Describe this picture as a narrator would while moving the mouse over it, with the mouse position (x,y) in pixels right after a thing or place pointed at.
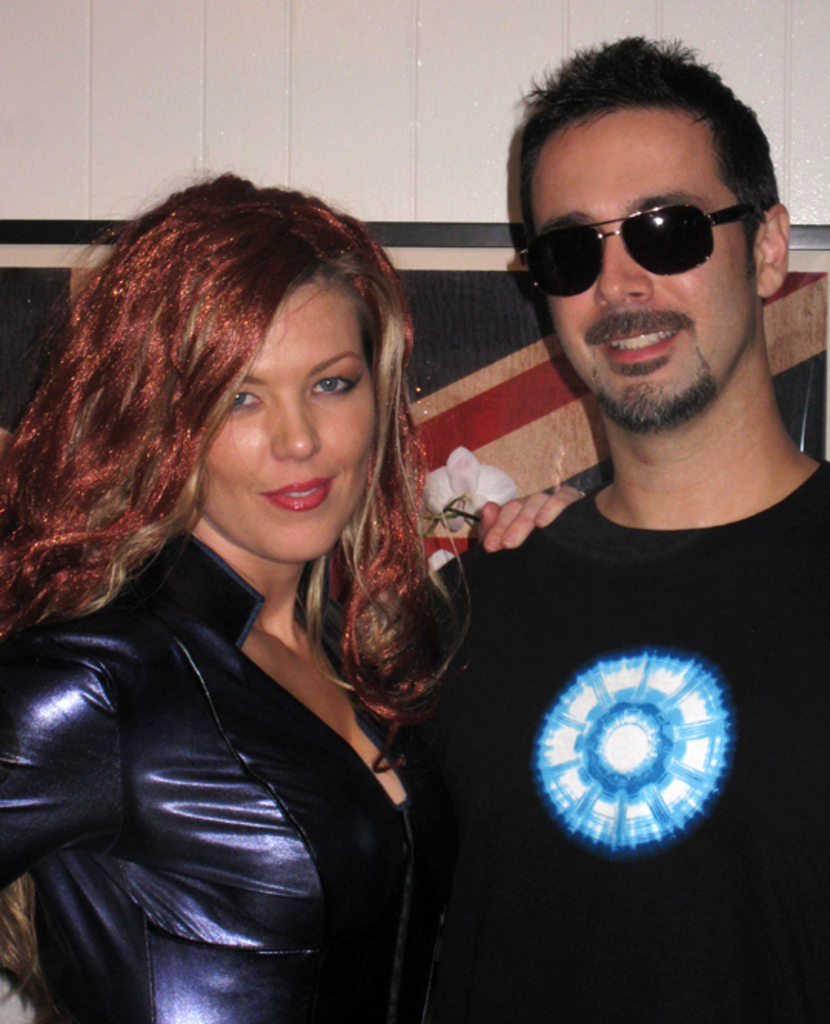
In the center of the image (458,580) we can see two persons (527,638) are standing and they are smiling, which we can see on their faces (327,537). And the man (746,850) is wearing sunglasses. In the background (417,104) there is a wall (346,116) and a few other objects (502,240).
